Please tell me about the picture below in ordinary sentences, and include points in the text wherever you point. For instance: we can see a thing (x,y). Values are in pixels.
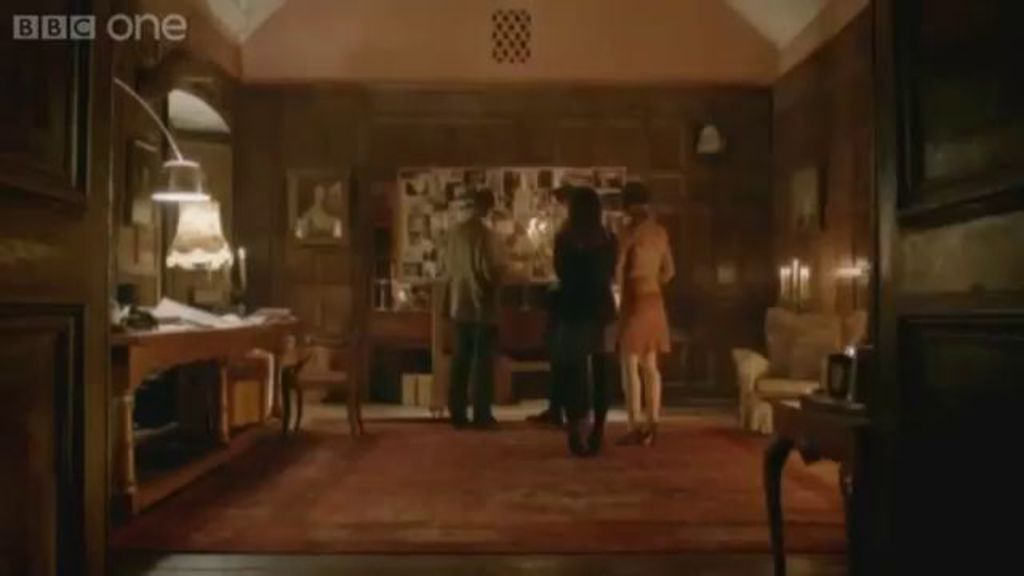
Here we can see four persons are standing on the floor (590,503). This is table (272,336). On the table (207,327) there are papers (227,324). There is a chair (763,358). In the background (750,260) there is a wall (440,124) and these are the frames (328,227). This is floor (311,490) and this is door (48,296).
